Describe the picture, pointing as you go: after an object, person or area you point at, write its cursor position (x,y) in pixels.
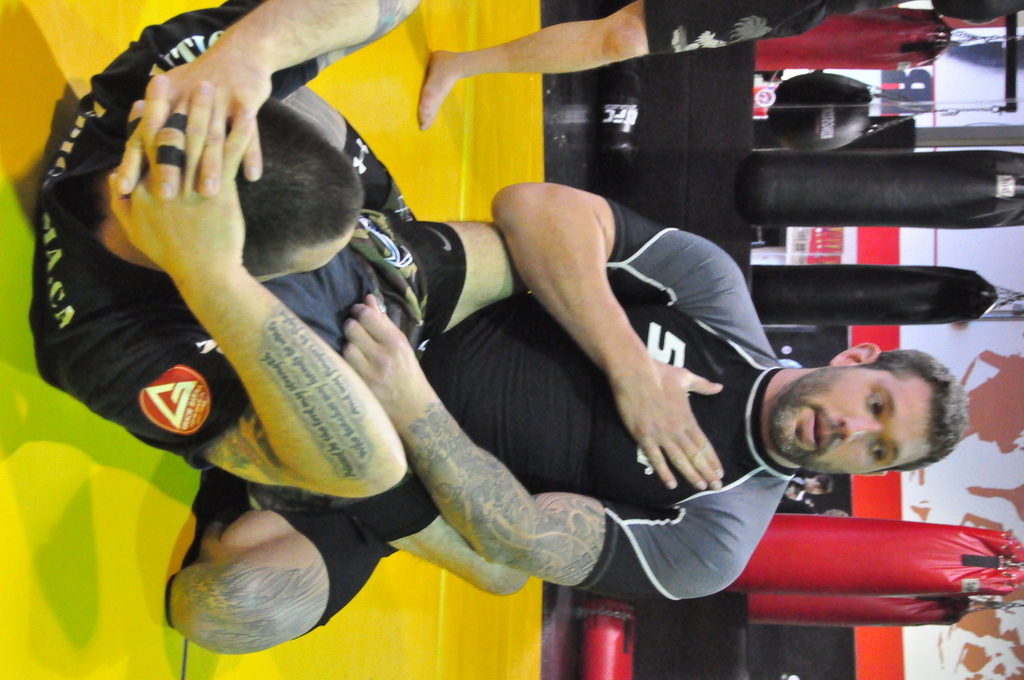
This image is right direction. In the middle of this image (562,368) there is a man (696,402) wearing a t-shirt (570,429) and sitting on the knees (229,572). In front of him there is another man (141,319) laying on the floor (50,484) and doing some exercise. At the top of the image (564,44) there is a person (545,47) standing. In the background (870,314) there is some equipment (812,207) which is used to exercise and there is a wall (977,435).
